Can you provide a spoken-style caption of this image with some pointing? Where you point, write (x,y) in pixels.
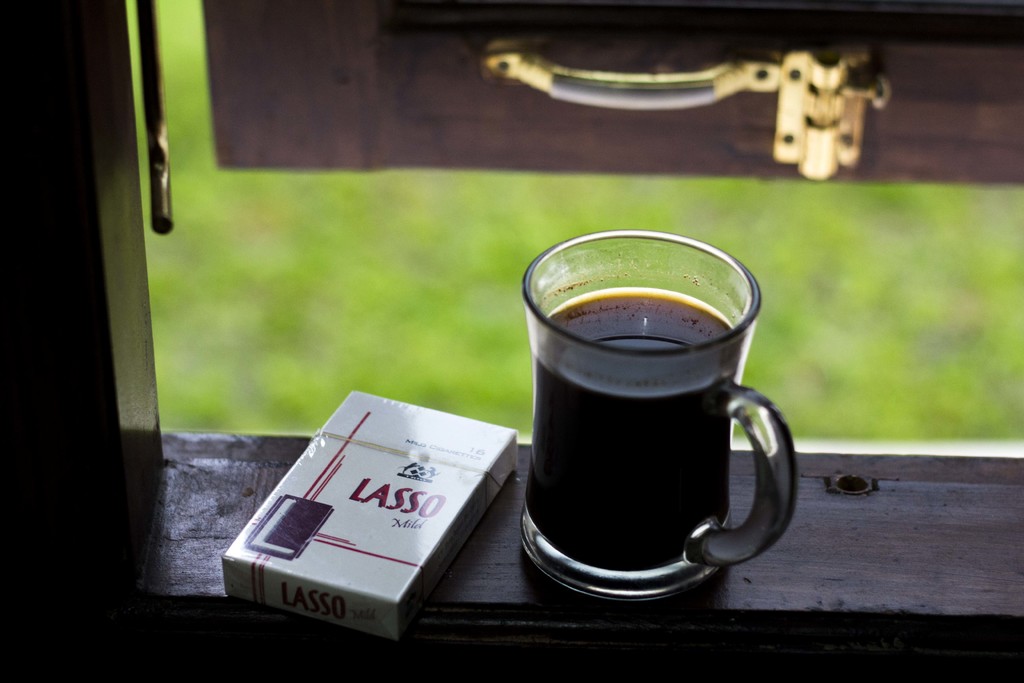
In this picture we can see cup (605,432) with drink (609,447) in it beside this box (417,577) and this two are placed on a wooden platform (953,566) and in background (776,316) we can see grass (752,253), handle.
